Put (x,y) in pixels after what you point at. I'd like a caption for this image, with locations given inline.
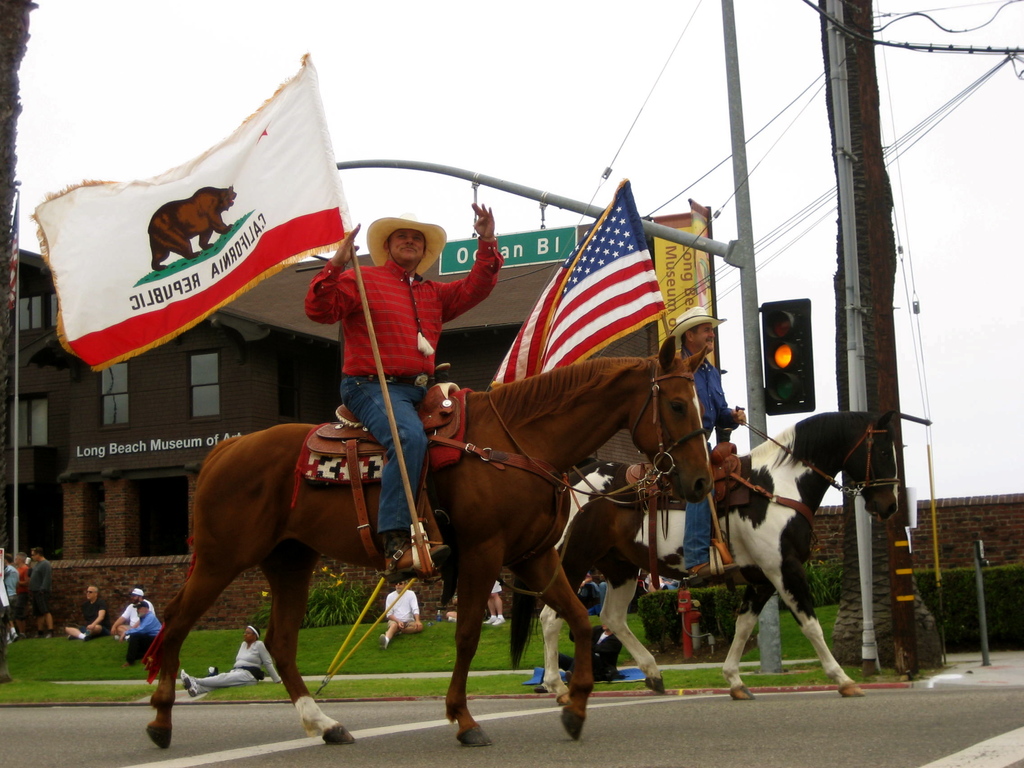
In the foreground of this image (693,406), there are two men (429,361) sitting on the horse (607,490) holding flags (273,252). In the background (844,317), there are few poles (889,310), tree trunk (856,181), cables (795,243), boards (698,265), a building (221,397) and the sky (363,46). We can also see few people (137,594) sitting and standing on the grass (127,668).
